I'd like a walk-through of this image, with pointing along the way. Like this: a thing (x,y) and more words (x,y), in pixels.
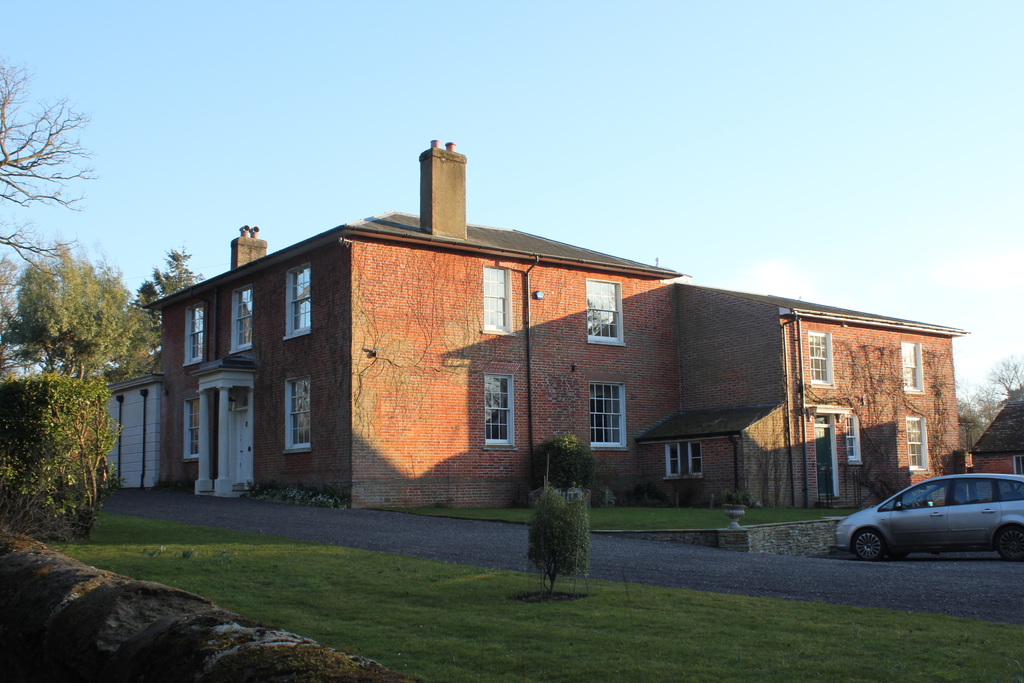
This is grass (654,636) and there is a car (876,523) on the road (957,566). Here we can see plants (54,444), trees (63,161), and buildings (380,408). In the background (449,137) there is sky (755,72).
